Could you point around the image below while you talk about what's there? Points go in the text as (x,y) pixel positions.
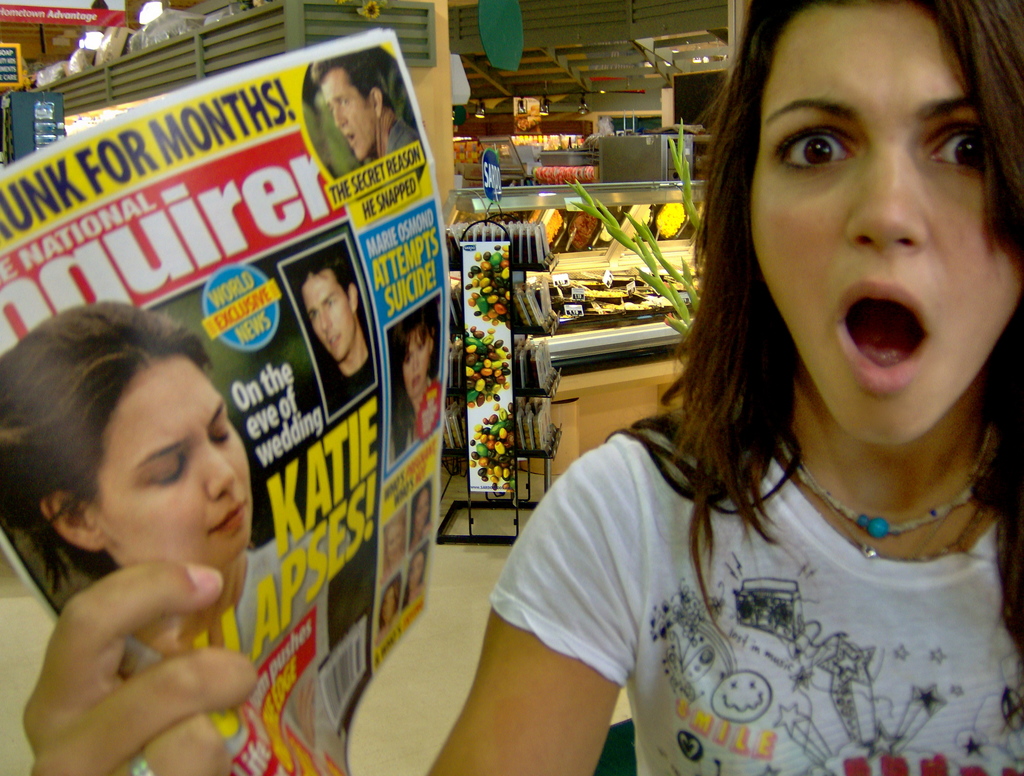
In the center of the image (567,506) we can see one person (904,479) standing and holding one paper (243,495). In the background (109,101) we can see racks (14,118), banners (505,388), sign boards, lights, containers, tables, food products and few other objects (688,316).
